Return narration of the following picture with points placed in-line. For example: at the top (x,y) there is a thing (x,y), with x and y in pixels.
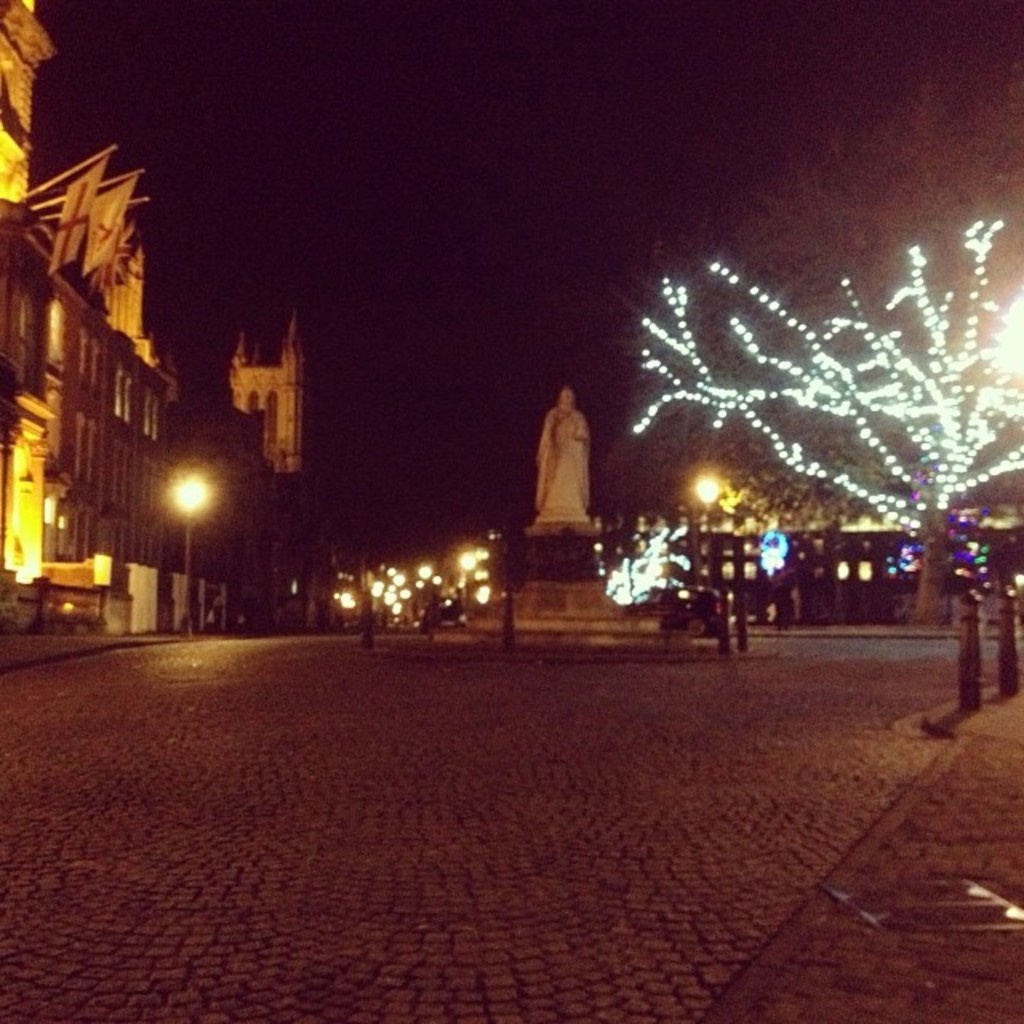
In this picture I can observe a building (122,473) on the left side (104,477). In the middle of the picture (560,475) I can observe a statue (544,473). On the right side (813,335) there are some lights (938,408) on the tree (813,370). The background (252,158) is completely dark.
